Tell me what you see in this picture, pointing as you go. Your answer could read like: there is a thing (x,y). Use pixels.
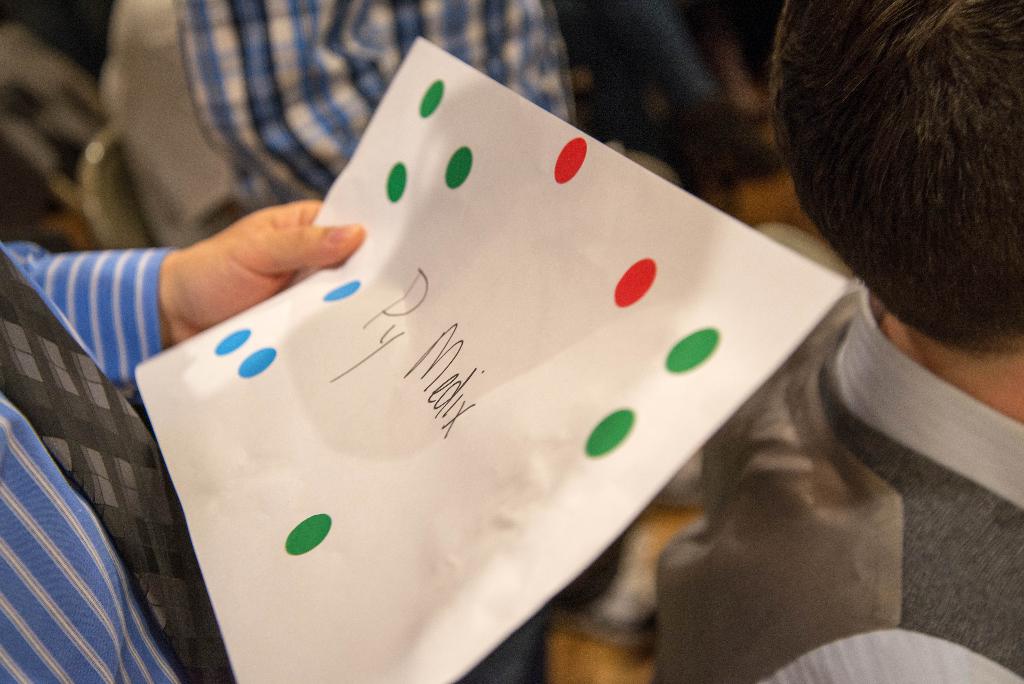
In this image there is a person (140,439) holding a paper (327,304), there are two words (392,314) on the paper (376,179), and in the background (416,36) there are group of people (978,614).
